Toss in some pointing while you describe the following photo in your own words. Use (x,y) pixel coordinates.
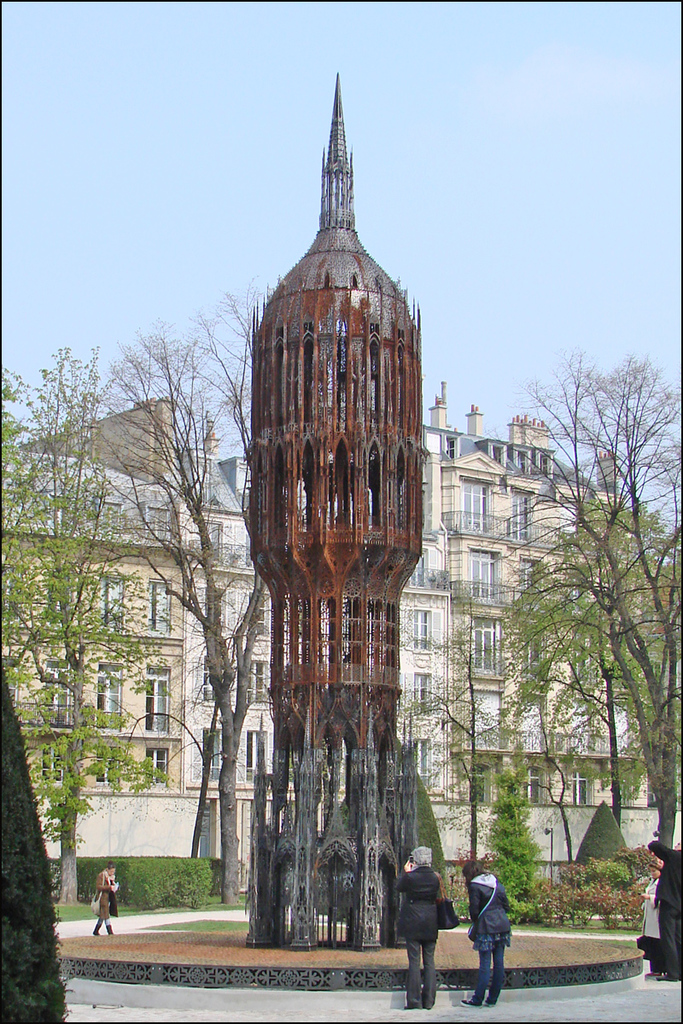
In this picture we can see the iron tower (340,690) in the middle of the image (305,483). In the front (433,931) we can see two women (431,902), standing and taking the photos. Behind there are some trees (547,592) and yellow building (487,567) with glass window (477,566). On the top (430,126) there is a sky (433,116).
